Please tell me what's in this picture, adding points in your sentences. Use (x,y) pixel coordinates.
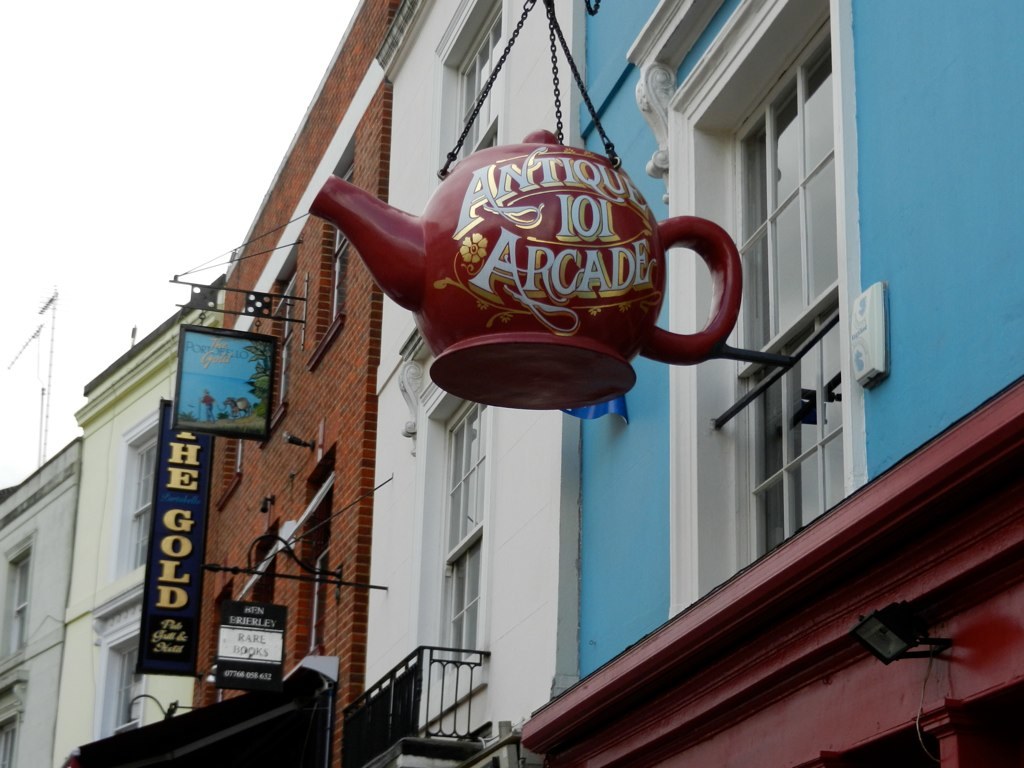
In this picture we can see there are buildings (297,498) with windows (685,173), iron rods (260,308), boards (226,335), chains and a teapot shaped object (426,285). Behind the buildings (153,460) there is the sky (121,138).
